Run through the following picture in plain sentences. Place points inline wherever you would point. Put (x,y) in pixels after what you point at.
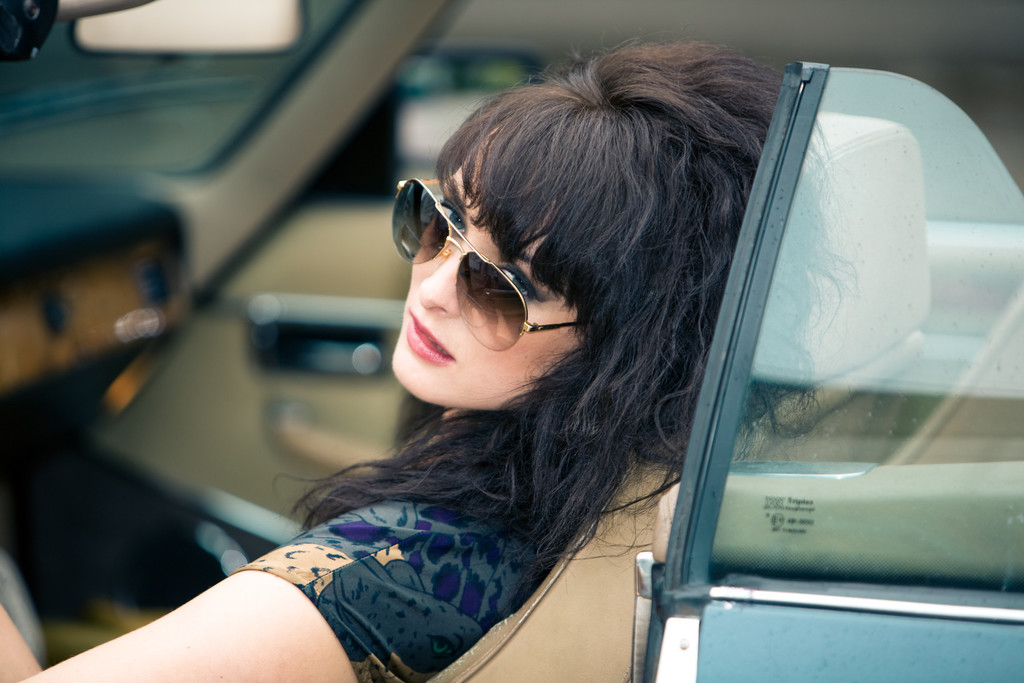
She is sitting in a car (168,541). She is wearing spectacles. She is looking at the side.
